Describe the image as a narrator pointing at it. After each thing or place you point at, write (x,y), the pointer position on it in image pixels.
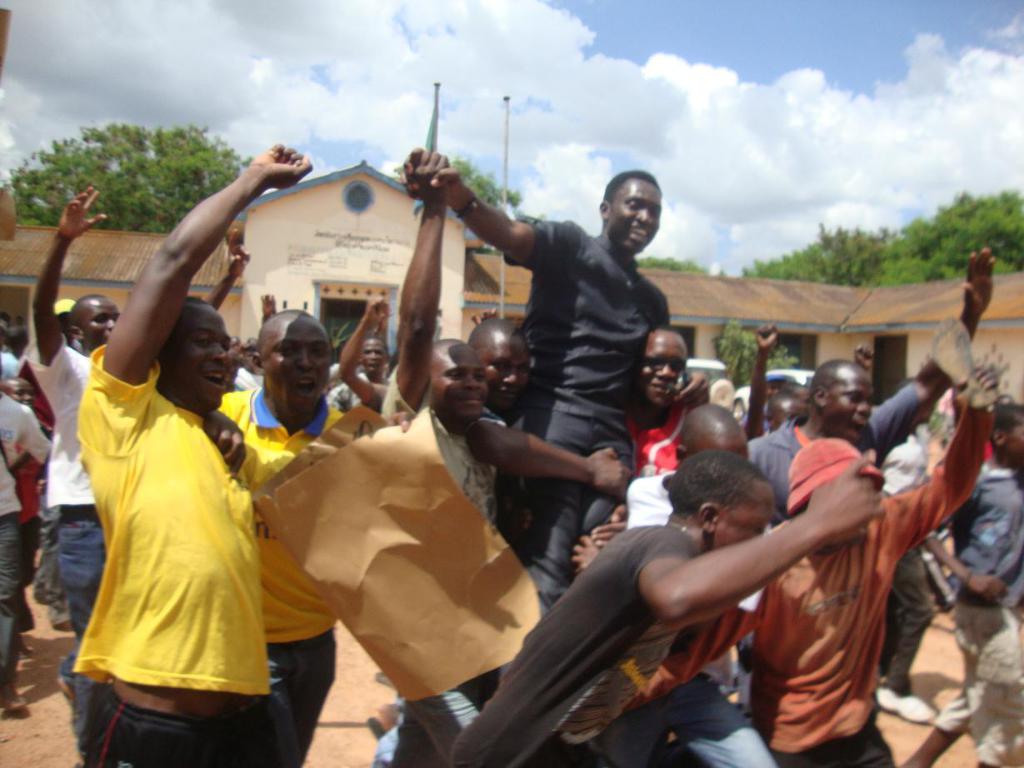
In this picture I can see in the middle (409,397) a group of people (980,468) are laughing, in the background (996,214) there is a building (471,328) and there are trees (996,214), at the top (676,77) there is the sky (752,79).
